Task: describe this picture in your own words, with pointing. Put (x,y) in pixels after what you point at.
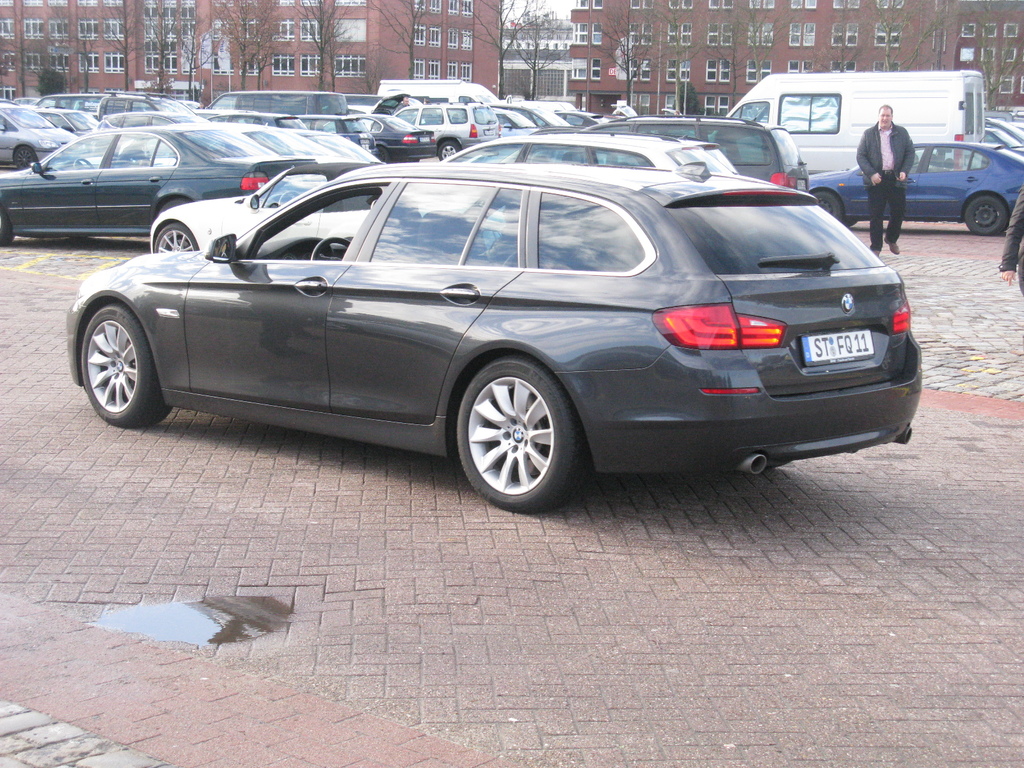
In this picture we can see there are vehicles (362,281) and water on the ground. On the right side of the image (877,212), there are two persons (899,211). Behind the vehicles (426,132), there are trees (630,25) and buildings (599,16).
